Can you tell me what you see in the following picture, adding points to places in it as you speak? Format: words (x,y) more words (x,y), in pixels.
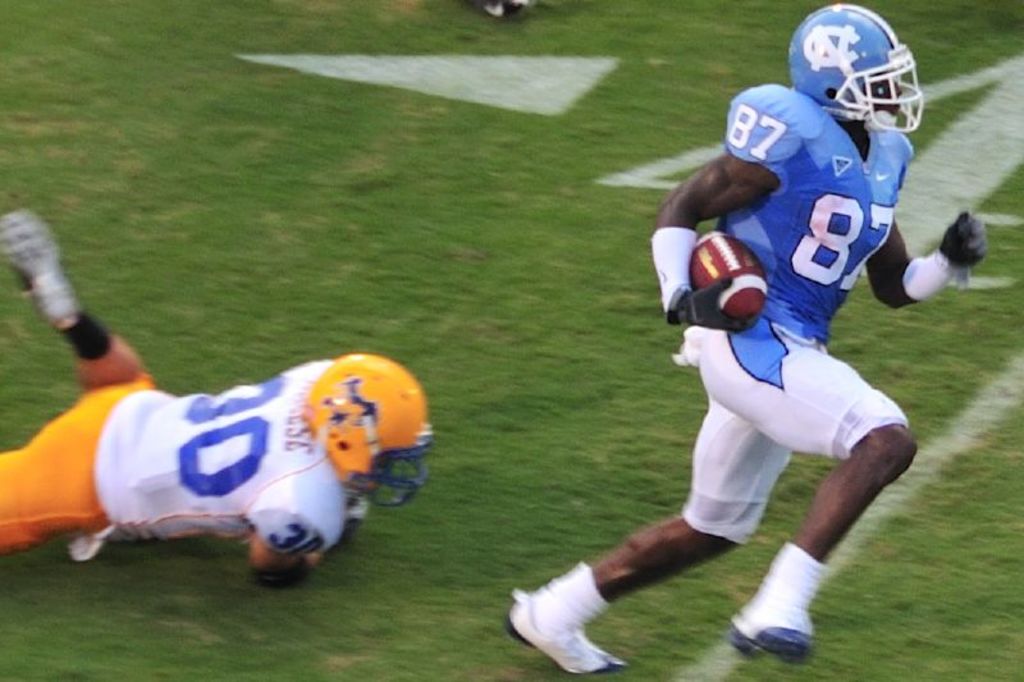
This picture might be taken inside a playground (730,645). In this image, on the right side (879,444), we can see a man (900,259) wearing a blue color shirt (900,190) is running. On the left side (289,447), we can also see a person (334,449) wearing a white color shirt (303,478) is lying on the grass (286,615). In the background (478,451), we can also see a grass (137,581).
